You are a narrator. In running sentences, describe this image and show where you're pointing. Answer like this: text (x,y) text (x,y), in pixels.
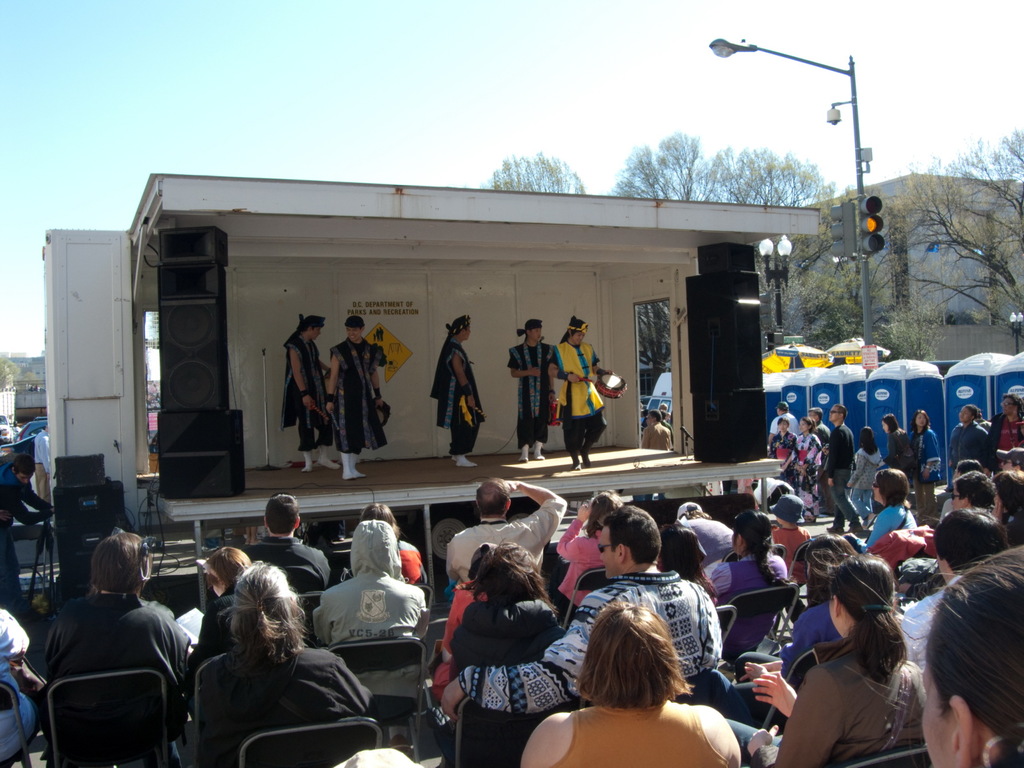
In this picture we can see a few people (897,525) sitting on the chair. We can see some people (310,329) on the stage (521,296). There are traffic signals (840,216), poles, trees (683,189) and a building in the background (807,284).
